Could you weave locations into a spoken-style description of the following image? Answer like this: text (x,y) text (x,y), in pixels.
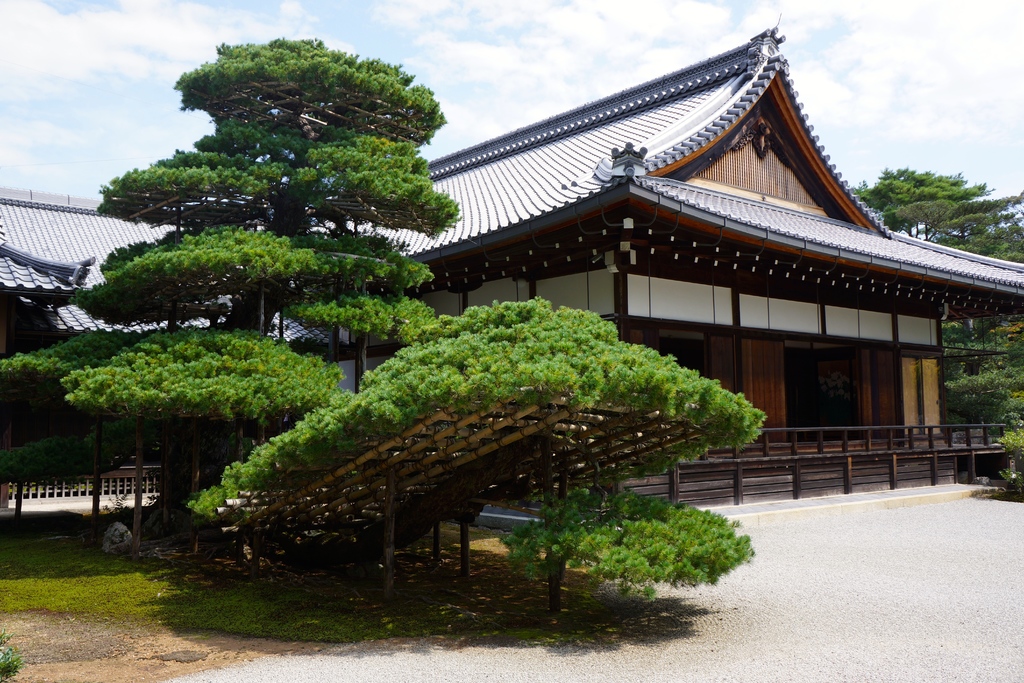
At the top (454,72) we can see sky (72,74) with clouds (808,42). Here we can see house (811,184) and a roof top (661,161). These are plants (957,188) and grass (316,610). This is a road (861,631).
